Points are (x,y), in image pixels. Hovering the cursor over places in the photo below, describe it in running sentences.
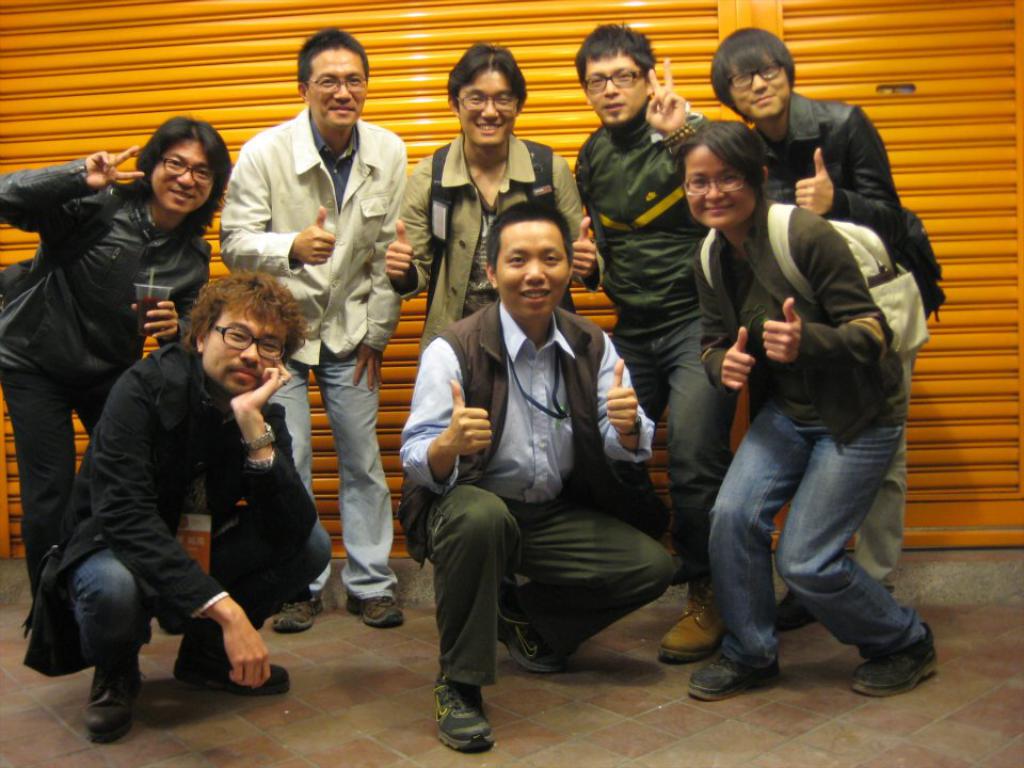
In this picture I can see a group of people (851,185) in the middle (408,366), in the background (408,366) there are shutters (444,20).
